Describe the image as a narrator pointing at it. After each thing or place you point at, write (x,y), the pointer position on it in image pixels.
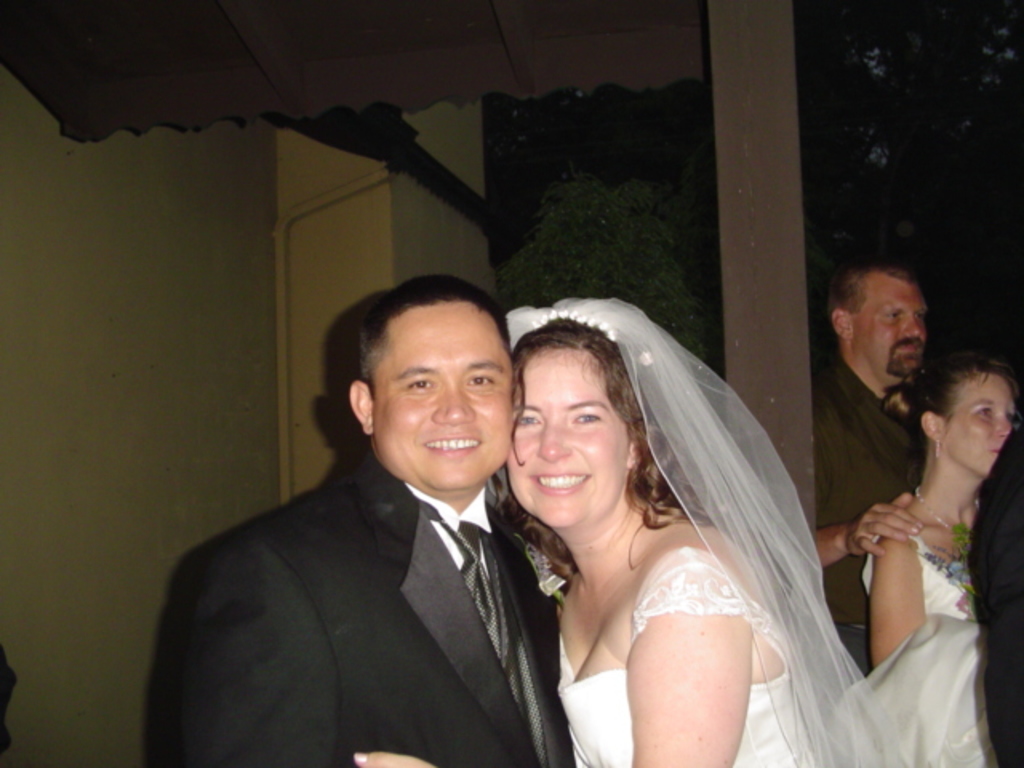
In this picture we can see a bride (610,311) and a groom (287,725) smiling and looking at someone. Behind them there are 2 people (922,402) standing.
